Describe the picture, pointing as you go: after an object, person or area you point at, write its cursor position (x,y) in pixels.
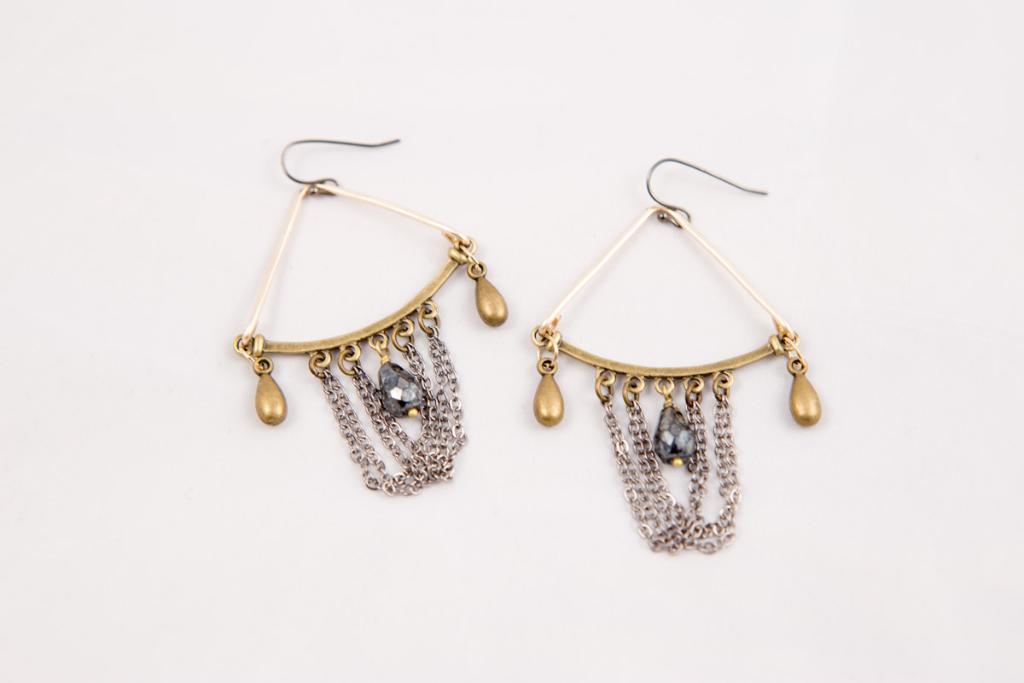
In this image, I can see a pair of earrings (395,415). The background (203,33) looks white in color.
